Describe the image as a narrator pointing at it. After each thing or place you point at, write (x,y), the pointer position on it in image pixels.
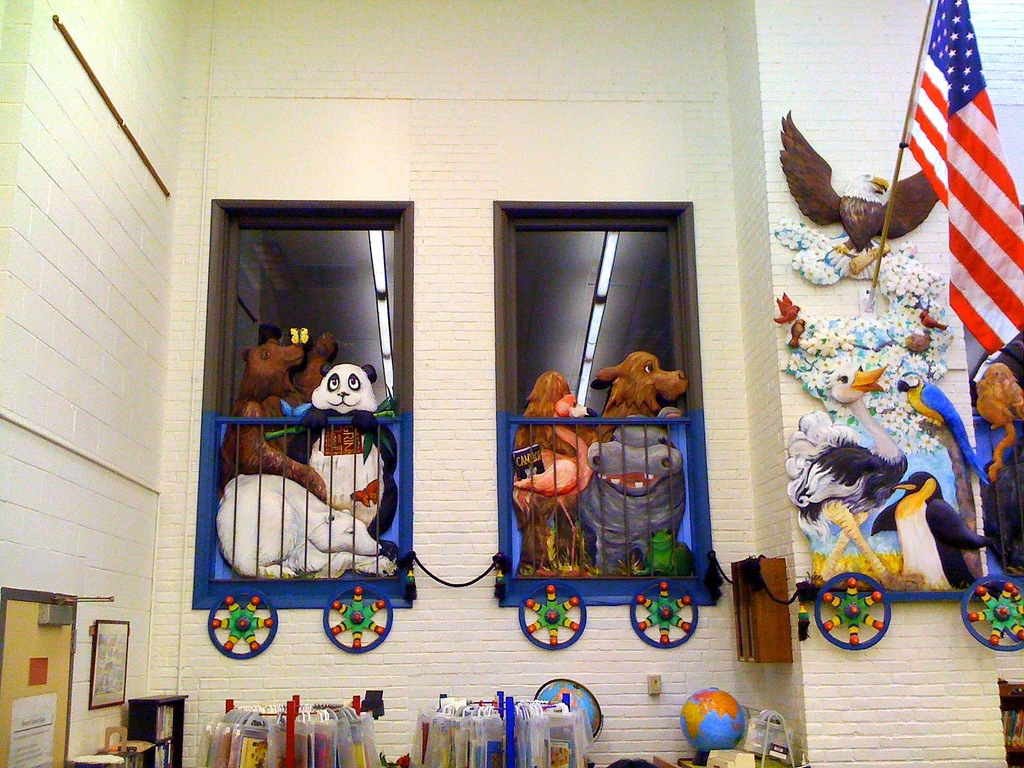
In this image I can see a flag (1002,209) which is red, white and blue in color, the cream colored wall (405,178), few wheels (240,626) attached to the wall (875,613), two globes (597,716), few bags (488,724) hanged to the metal rods (512,725) and few soft toys (340,477) which are in the shape of animals (324,467) which are white, black, brown and pink in color, few lights (597,308), the ceiling (360,259) and few other objects (161,748).
